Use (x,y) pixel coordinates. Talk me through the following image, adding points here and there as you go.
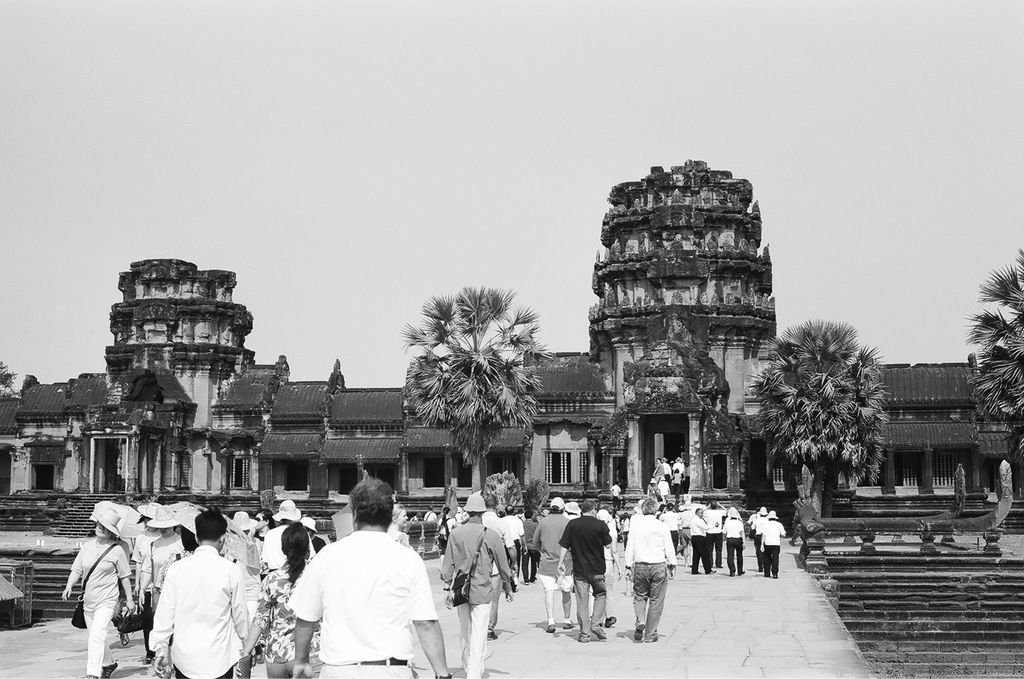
In the foreground (156,582) I can see a crowd (217,604) on the road (787,565), staircase (869,564) and trees (499,357). In the background (738,487) I can see a fort (268,417) and doors (93,453). At the top (386,168) I can see the sky (351,191). This image is taken may be during a day.
